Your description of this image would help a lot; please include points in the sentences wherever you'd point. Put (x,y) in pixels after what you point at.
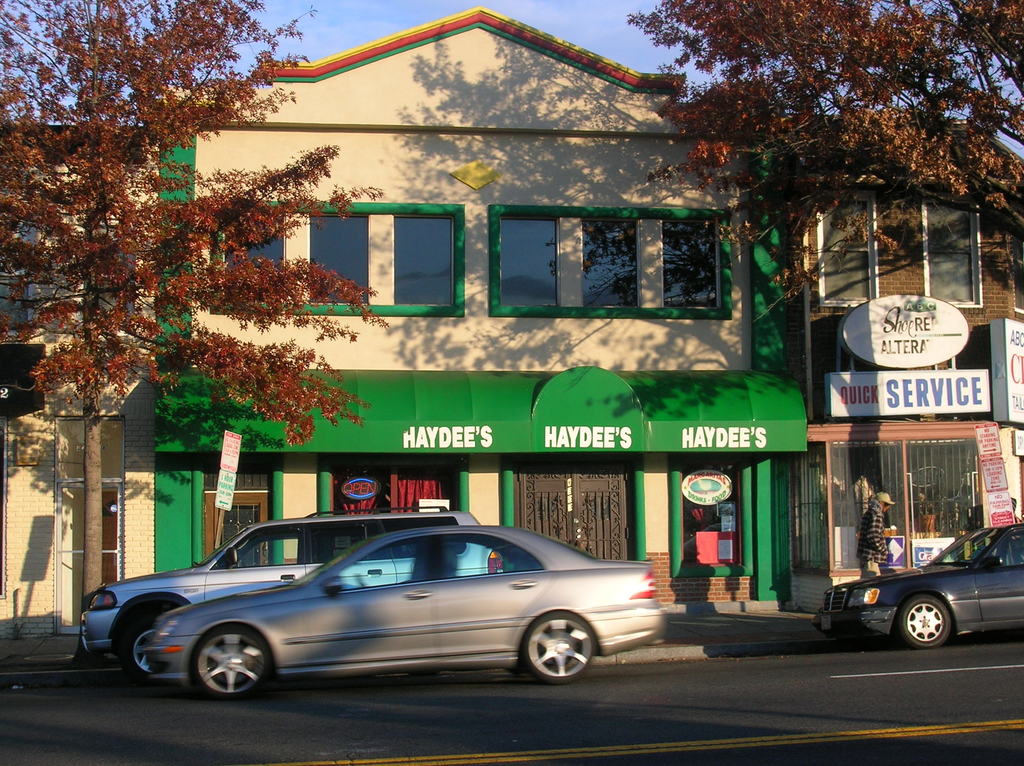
In front of the image there are cars (1012,569) on the road (629,672). There are boards (230,458), trees (187,19), buildings (513,267). There is a person (885,507) walking. At the top of the image (34,79) there is sky (591,8).
